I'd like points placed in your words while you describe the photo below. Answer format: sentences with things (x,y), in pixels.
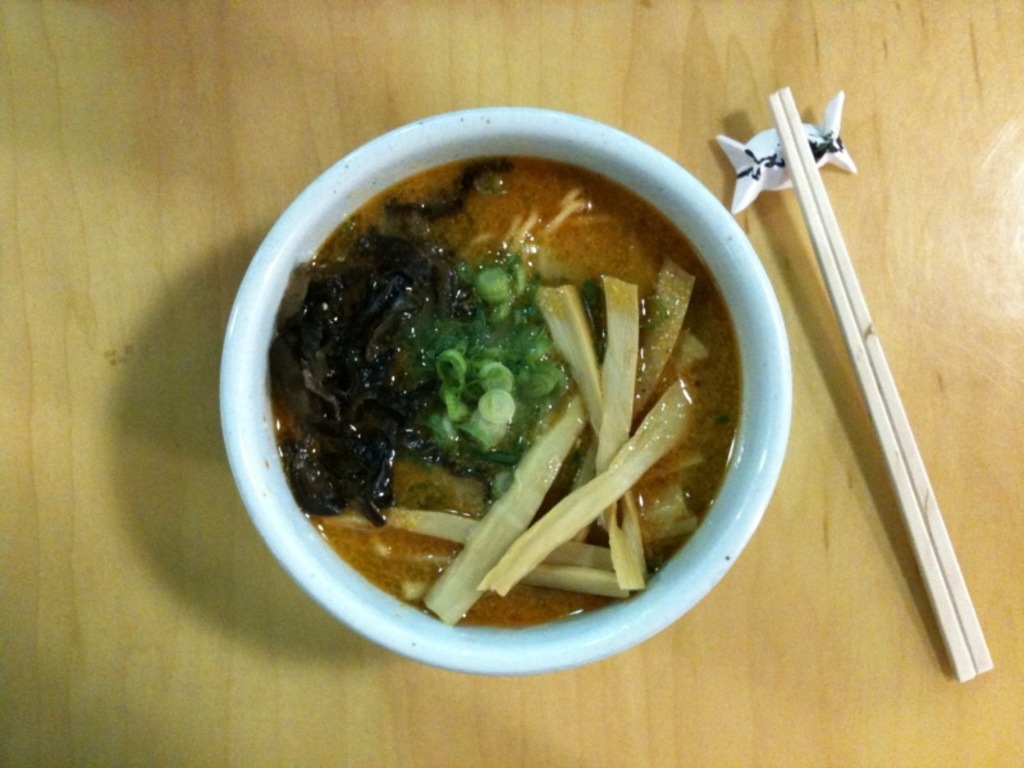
In this picture we can see a bowl (695,246) with food item (364,442) in it and aside to this bowl (751,254) we have two sticks (813,193) and a chopstick rest (772,159) and this are placed on a wooden table (365,123).
